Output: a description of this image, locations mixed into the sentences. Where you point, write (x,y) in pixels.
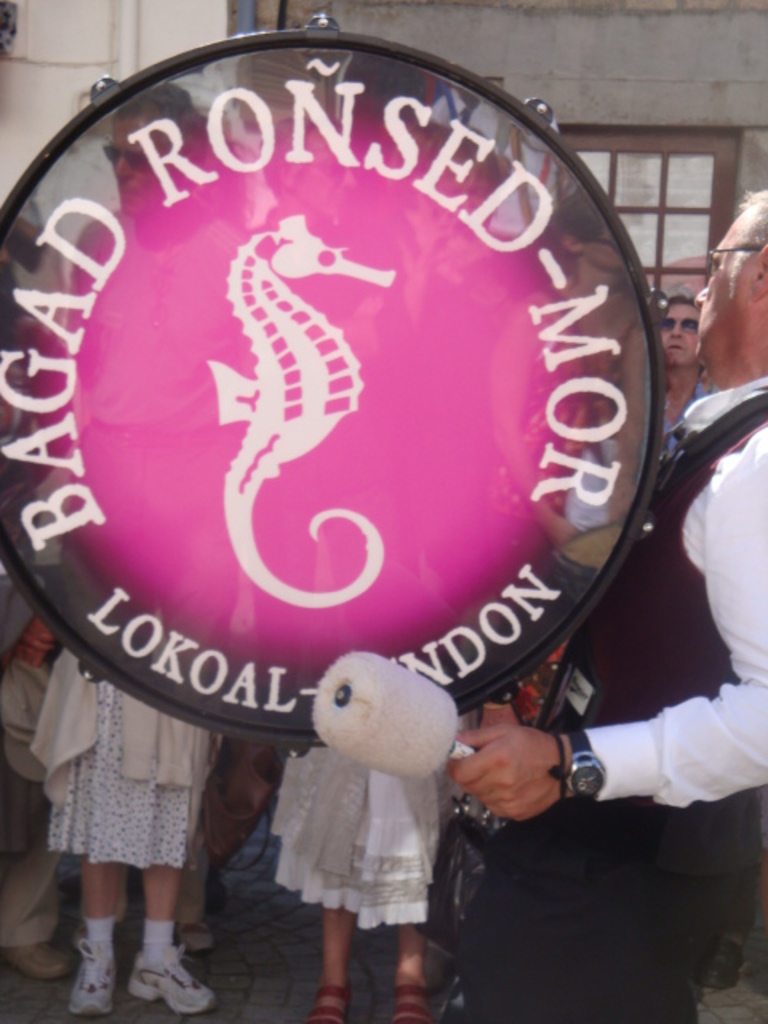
In this picture there is a man (603,778) who is wearing spectacle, shirt (728,506), watch (593,773), band (562,785) and trouser (635,888). He is holding stick (418,740) and playing the drum (471,575). In the background (312,774) there are two women (338,823) who are wearing white dress (361,844) and footwear (322,1000). In the top right (689,145) we can see the building (693,95). In the right (672,382) there is a man (682,348) who is wearing goggle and shirt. He is standing near to the door (689,292). At the top left corner (119,14) we can see the pipes (280,15) on the wall (83,36).
